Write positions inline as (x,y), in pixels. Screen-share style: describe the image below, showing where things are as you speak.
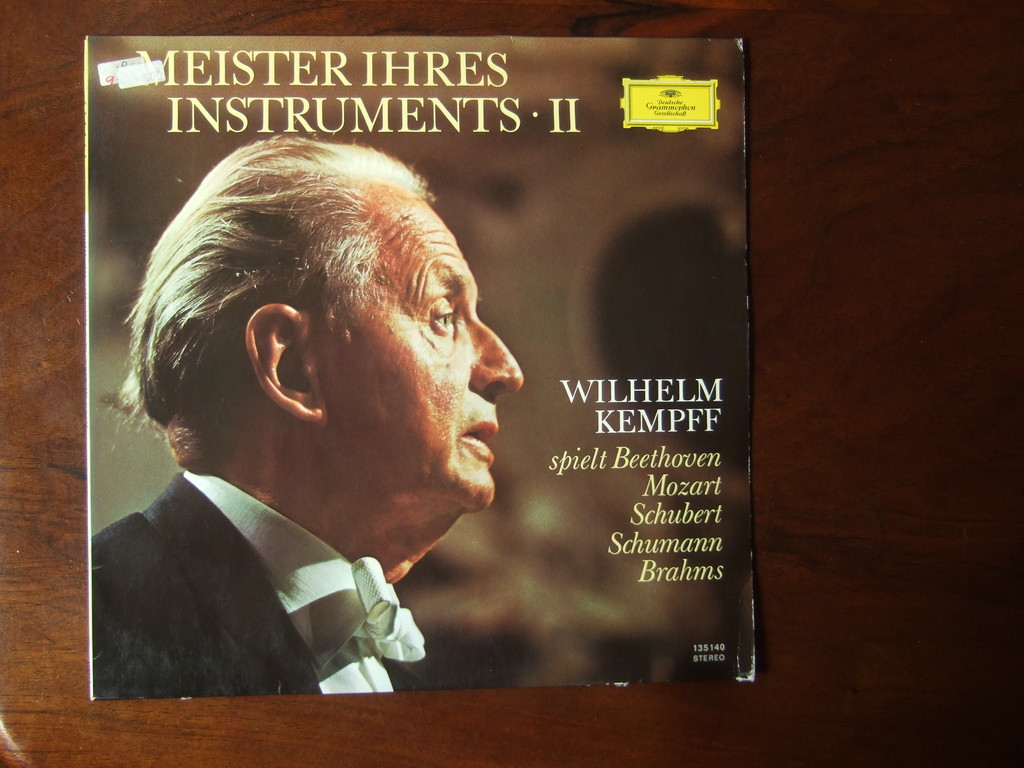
In this picture I can see a man (410,442) and something written on the picture. In the background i can see wooden object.
